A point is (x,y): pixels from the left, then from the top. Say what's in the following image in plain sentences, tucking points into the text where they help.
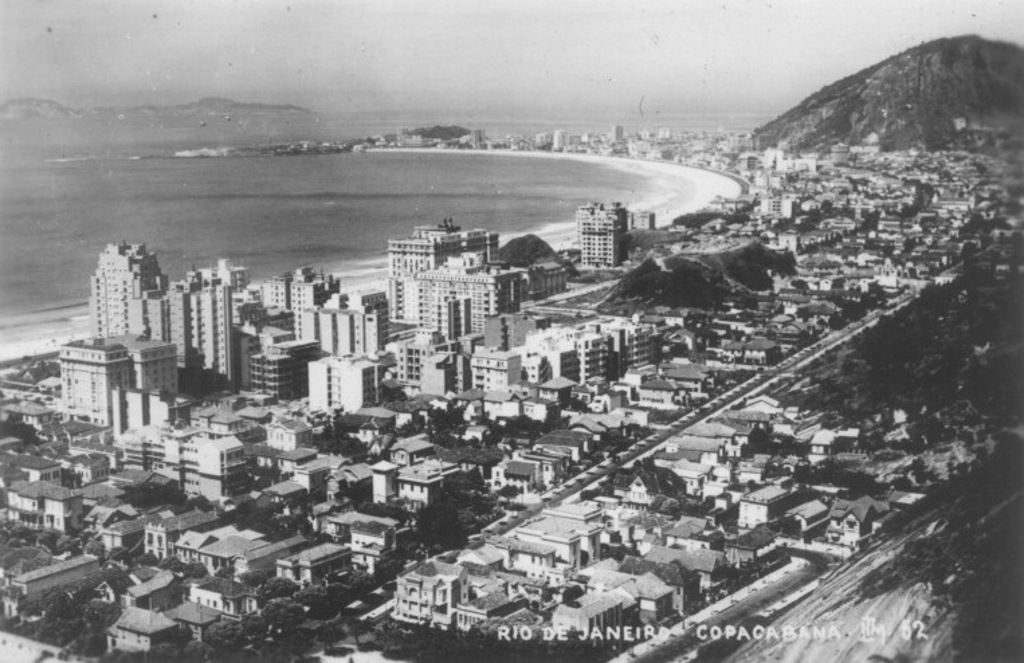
This picture seems to be an edited image. In the foreground (70,399) we can see the group of buildings (420,302) and houses (256,537) and we can see the trees (954,351) and many other objects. In the background (659,23) we can see the sky (677,109) and the hills (906,71) and on the left (89,199) we can see a water body like thing (491,185). In the bottom right corner (876,628) we can see the text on the image.
